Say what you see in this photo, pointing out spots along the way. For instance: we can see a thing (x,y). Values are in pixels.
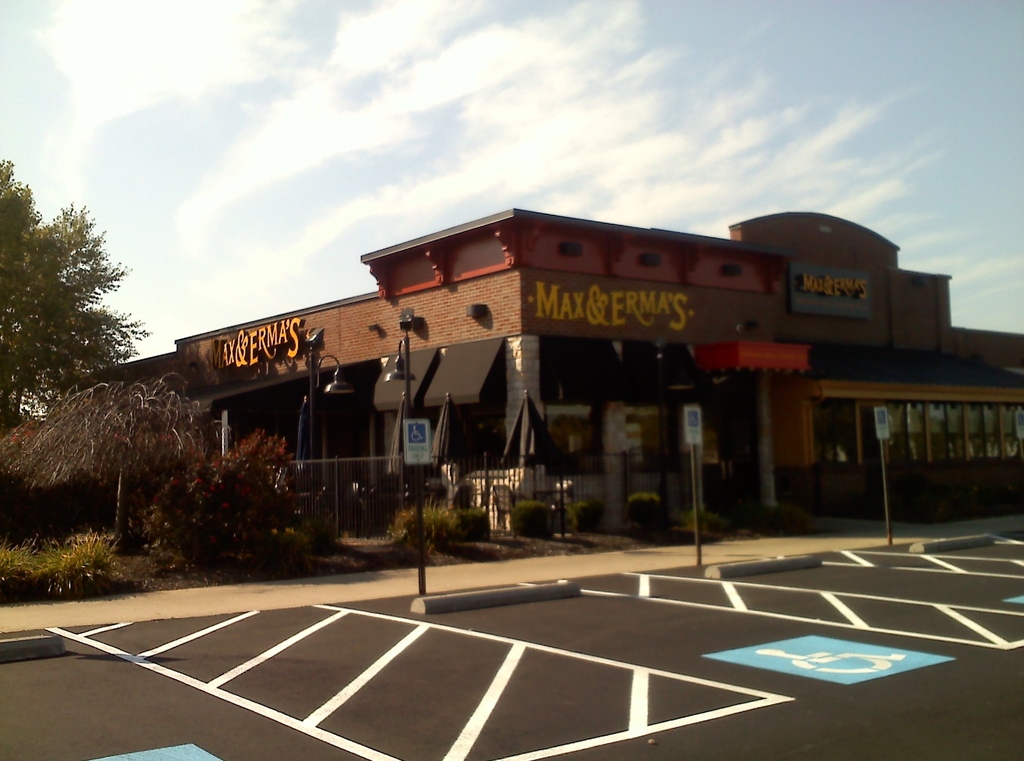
In this image I can see boards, poles (663,489), fence (657,477), grass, plants (190,517), trees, buildings (909,452), and the sky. This image is taken may be during a day.
